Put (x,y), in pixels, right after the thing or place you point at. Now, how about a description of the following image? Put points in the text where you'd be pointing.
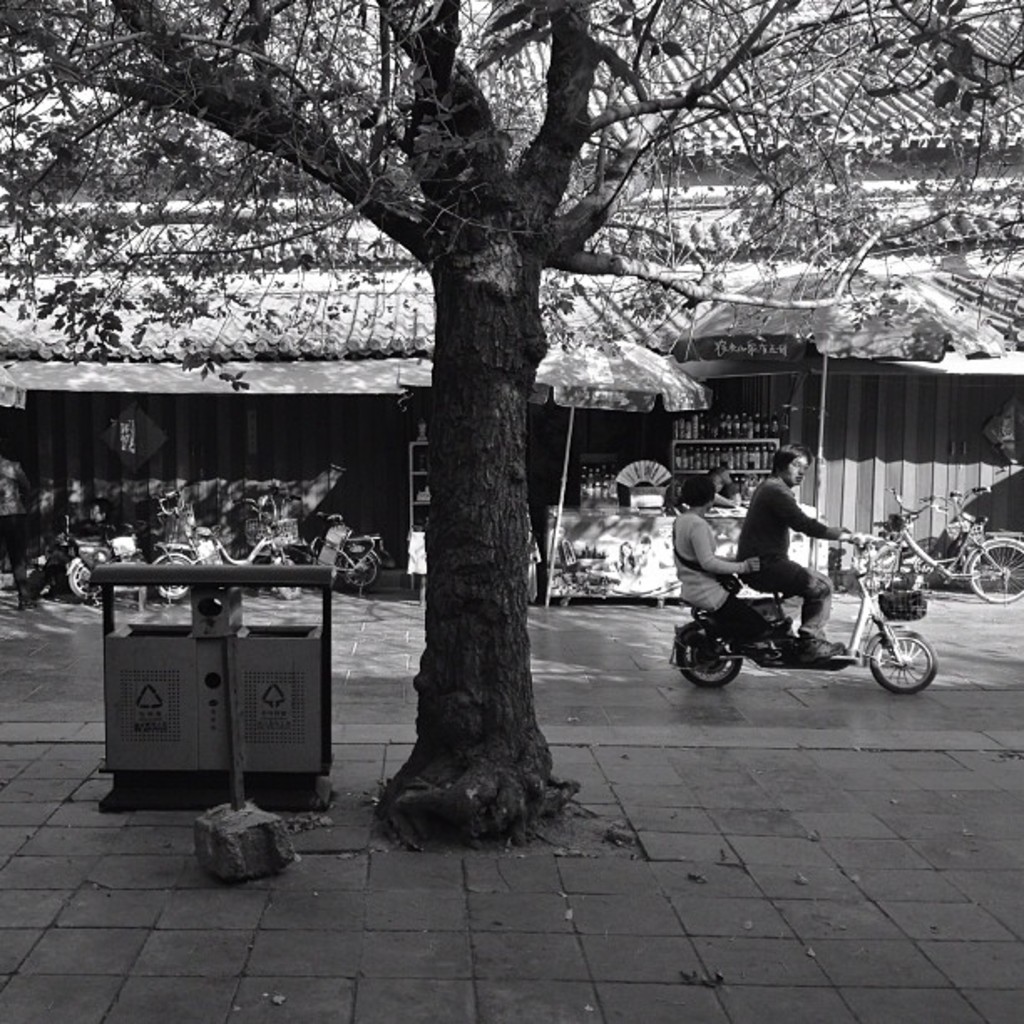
This picture shows a tree (459,251) on the side of the road (600,773). There are two members (722,559) on the vehicle (884,644). There are some vehicles (324,550) parked and a building (257,376) in the background (332,370).
